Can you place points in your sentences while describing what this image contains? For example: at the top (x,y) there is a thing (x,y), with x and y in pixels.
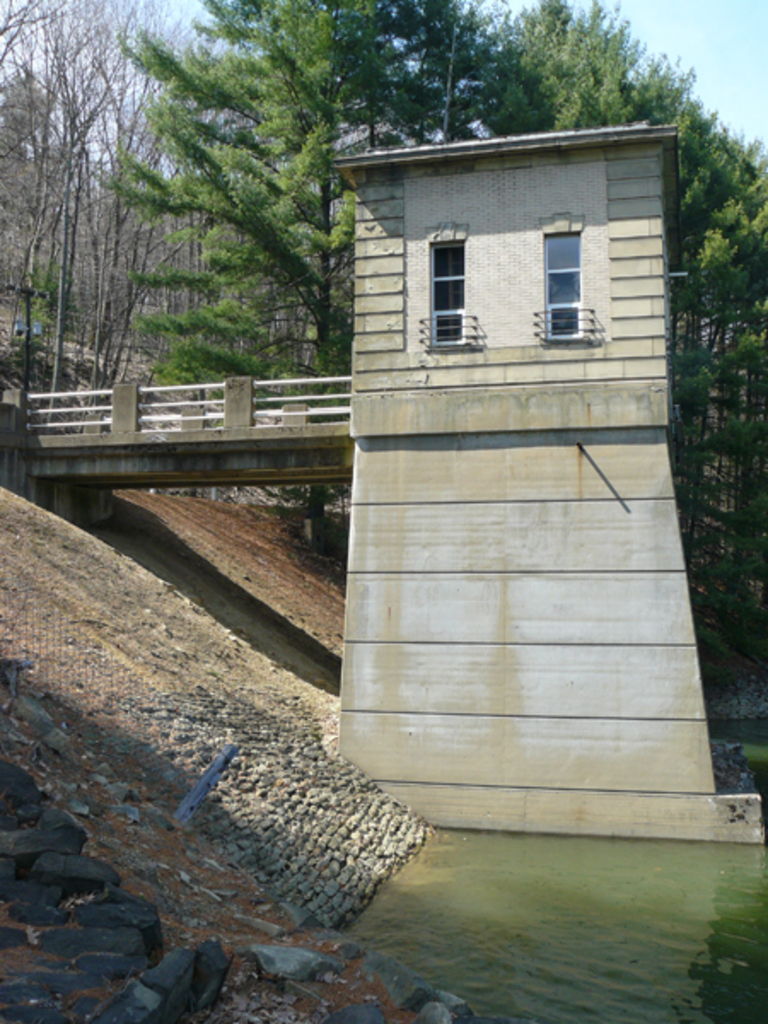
In this image we can see water (502,912) on the right side (543,928) and on the left side (119,805) we can see stones (180,971) and an object (186,810) on the ground (168,799). There is a bridge (298,450), room (395,388), window doors (440,325). In the background (314,52) there are trees (356,41) and clouds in the sky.
